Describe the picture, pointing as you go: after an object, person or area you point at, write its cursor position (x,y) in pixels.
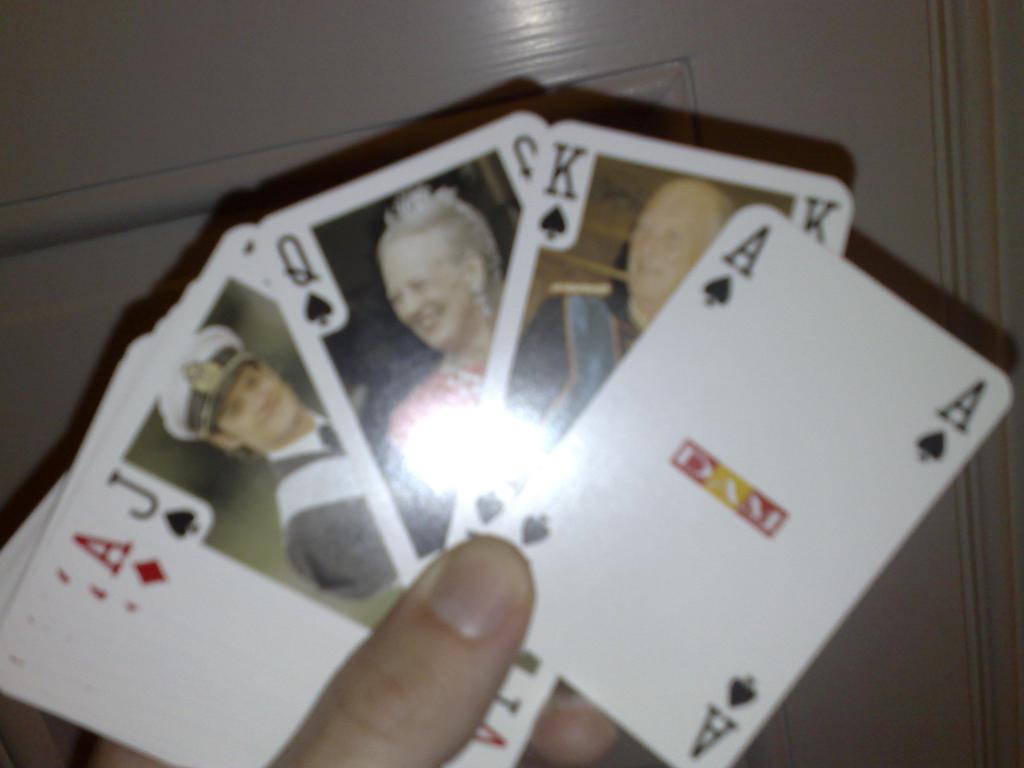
In this picture I can see the hand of a person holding cards (405,460).
